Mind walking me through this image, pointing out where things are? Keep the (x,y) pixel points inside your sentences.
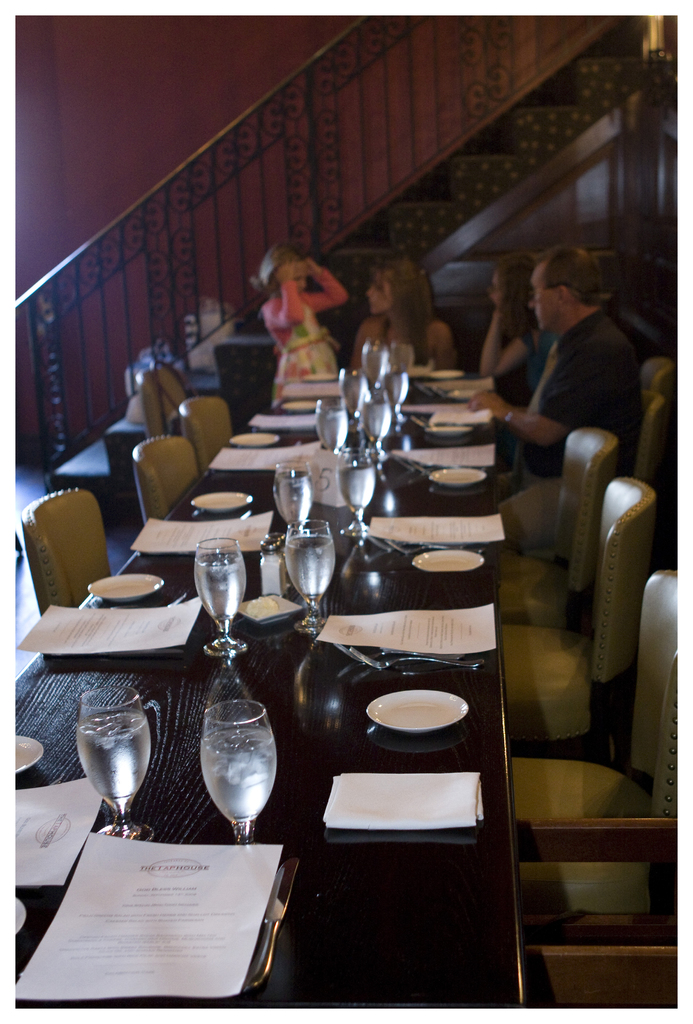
In this picture we can see some persons (562,412) are sitting on the chairs (562,955). This is table (446,912). On the table (338,704) there are glasses (300,579), plates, and papers (179,617). On the background (235,280) there is a wall (68,77).
